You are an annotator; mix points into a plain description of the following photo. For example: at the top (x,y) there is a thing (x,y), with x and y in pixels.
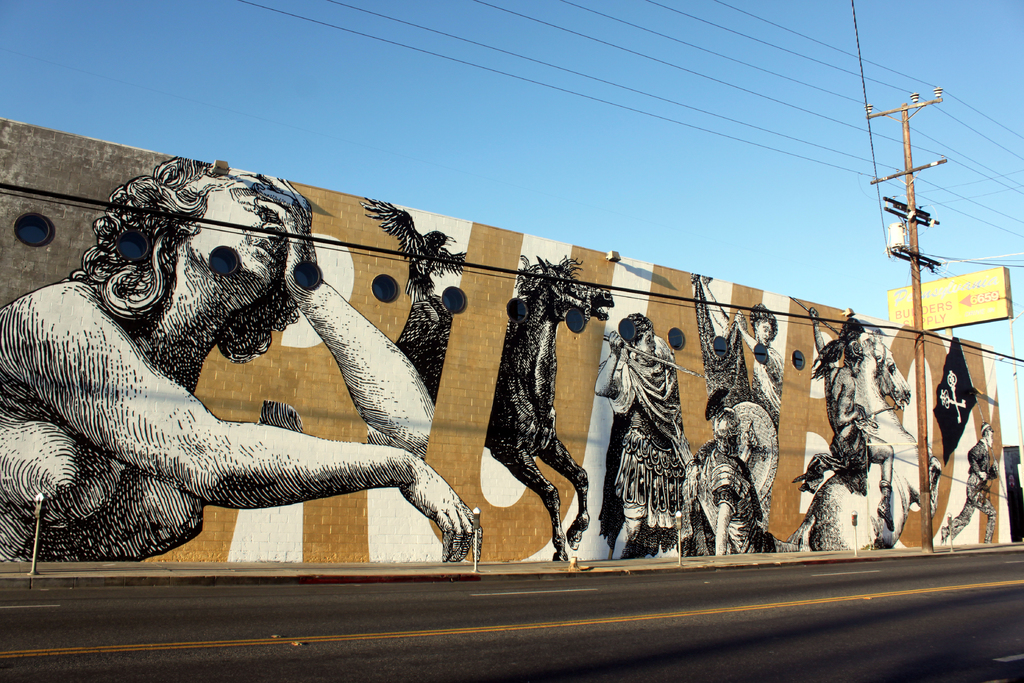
This image consists of a wall (307,372) on which there are paintings (527,399) of persons (399,371) and horses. At the top (424,79), there is sky (842,131). On the right (988,308), there is a pole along with a board (1008,296). At the bottom (598,659), there is a road (568,656).
